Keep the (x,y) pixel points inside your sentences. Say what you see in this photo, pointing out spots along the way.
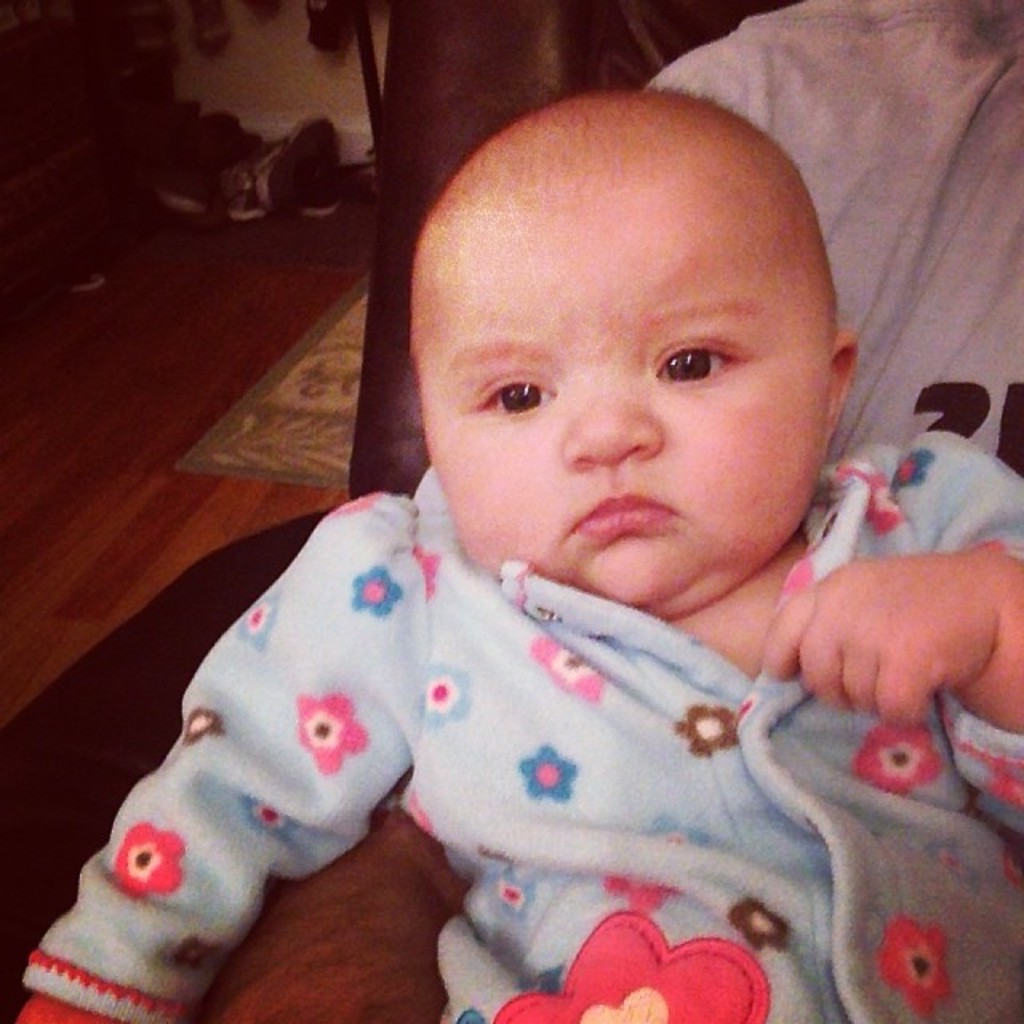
This image consists of a small kid (659,699). On the left (117,372), there is a floor (98,558) on which there is a floor mat (246,450).
